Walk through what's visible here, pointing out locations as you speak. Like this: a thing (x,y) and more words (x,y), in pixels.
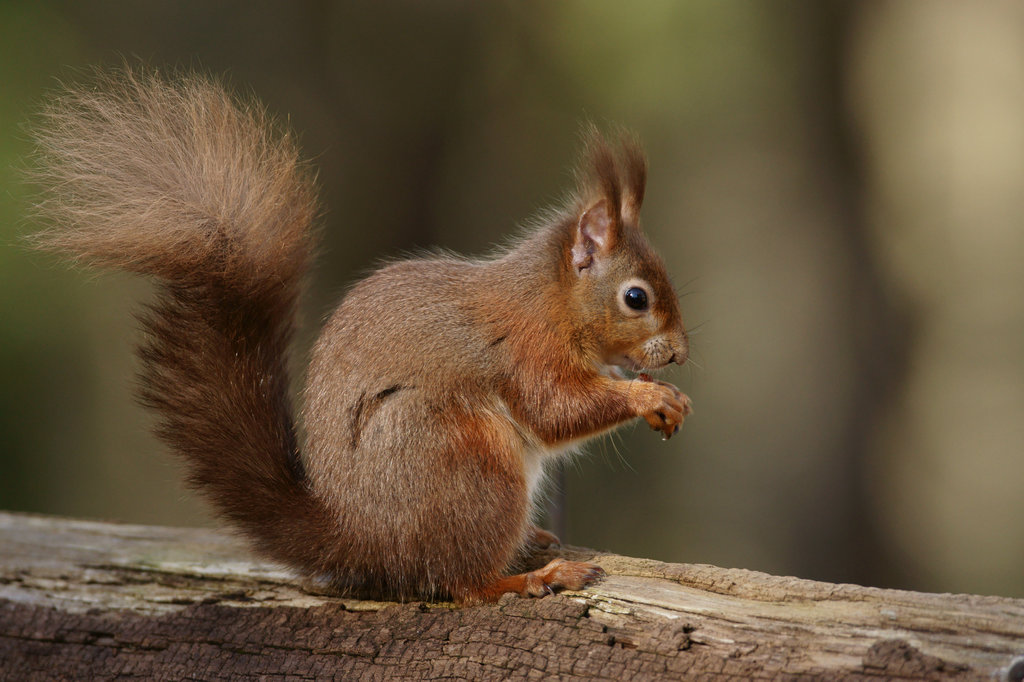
In this image, we can see a squirrel (672,360) on wooden surface (127,625). In the background (1006,465), image is blurred.
